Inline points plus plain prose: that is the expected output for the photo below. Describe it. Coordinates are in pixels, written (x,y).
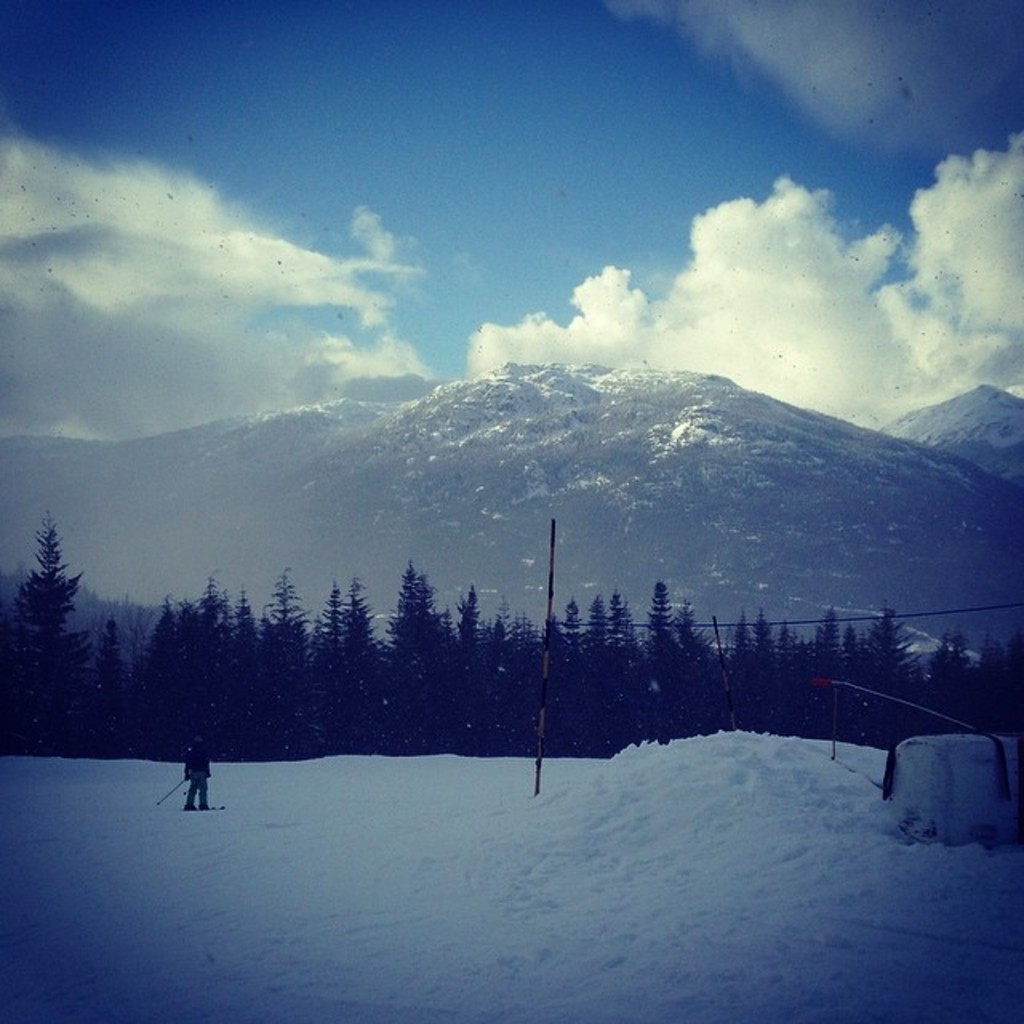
In this image there is snow (439,837). There is a person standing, there are trees (351,585), mountains (489,466), and in the background (486,324) there is sky (155,322).
